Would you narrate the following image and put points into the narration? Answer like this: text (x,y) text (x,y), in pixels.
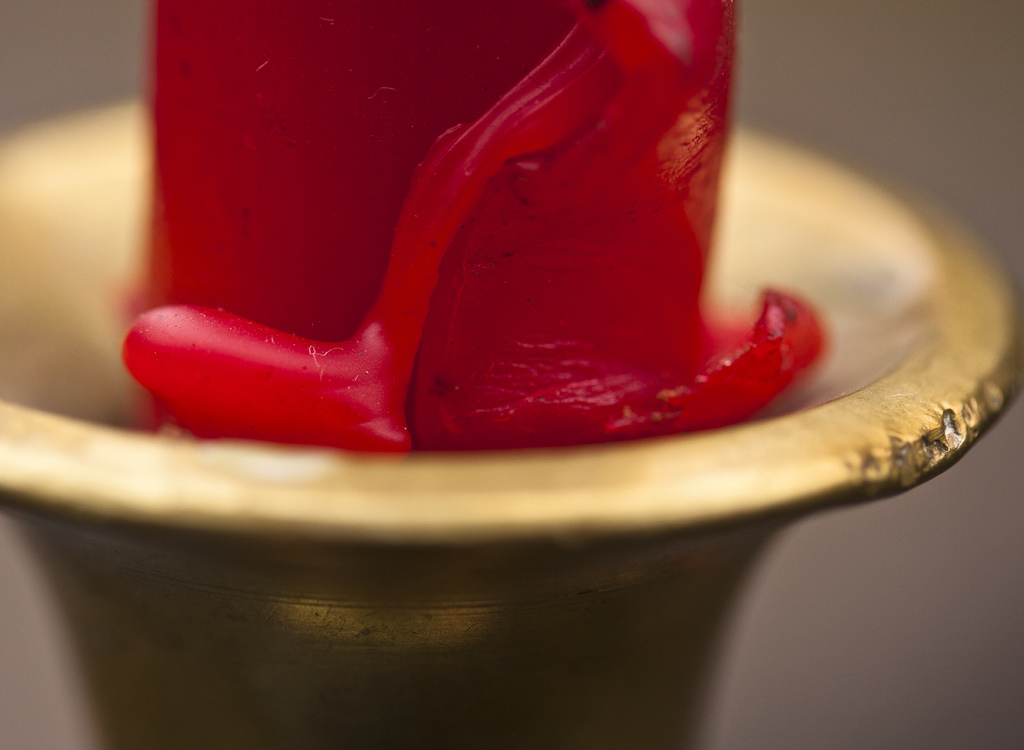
In this image we can see the wax (542,379) on a stand (414,472).
